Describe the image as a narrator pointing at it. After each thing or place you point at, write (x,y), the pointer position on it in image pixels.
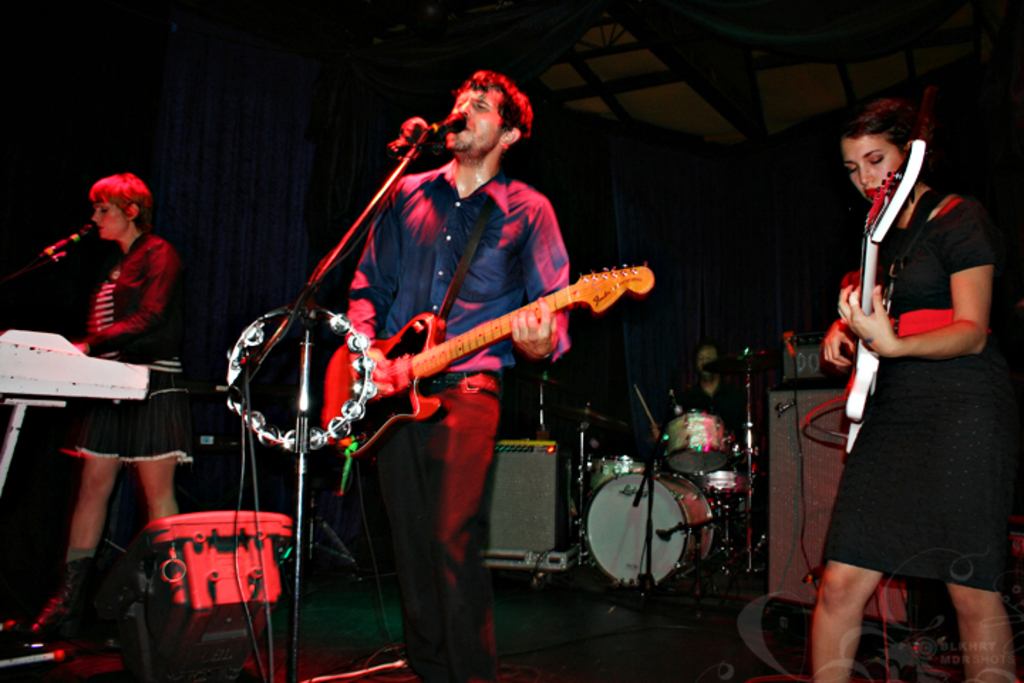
In this picture we can see one man (487,223) and two woman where one is holding guitar (403,342) in his hand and playing it and singing on mic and other is playing piano (54,350) and at back (715,369) person (714,393) is playing drums (627,454) and in background (560,449) it is dark.
